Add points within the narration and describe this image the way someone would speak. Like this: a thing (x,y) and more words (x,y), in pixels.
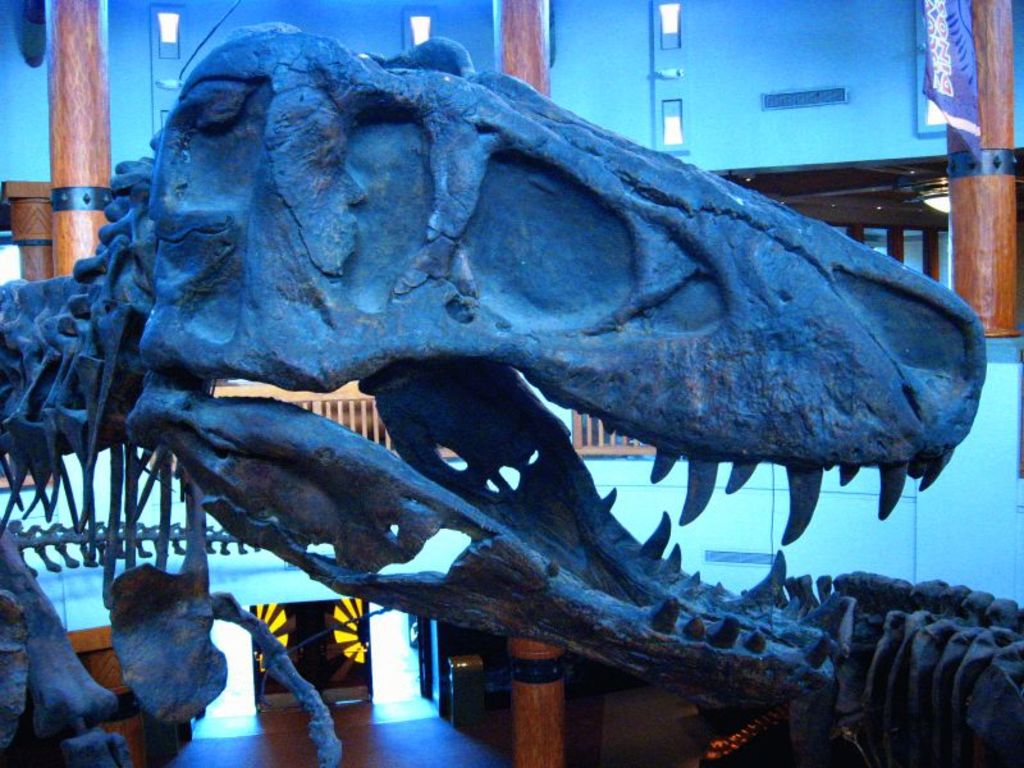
In this picture we can see a skull (665,413) of a dinosaur (553,355), in the background (583,38) there is a wall (640,37), it is an inside view of a building (787,89), we can see a cloth (952,95) at the right top of the picture (973,102).
